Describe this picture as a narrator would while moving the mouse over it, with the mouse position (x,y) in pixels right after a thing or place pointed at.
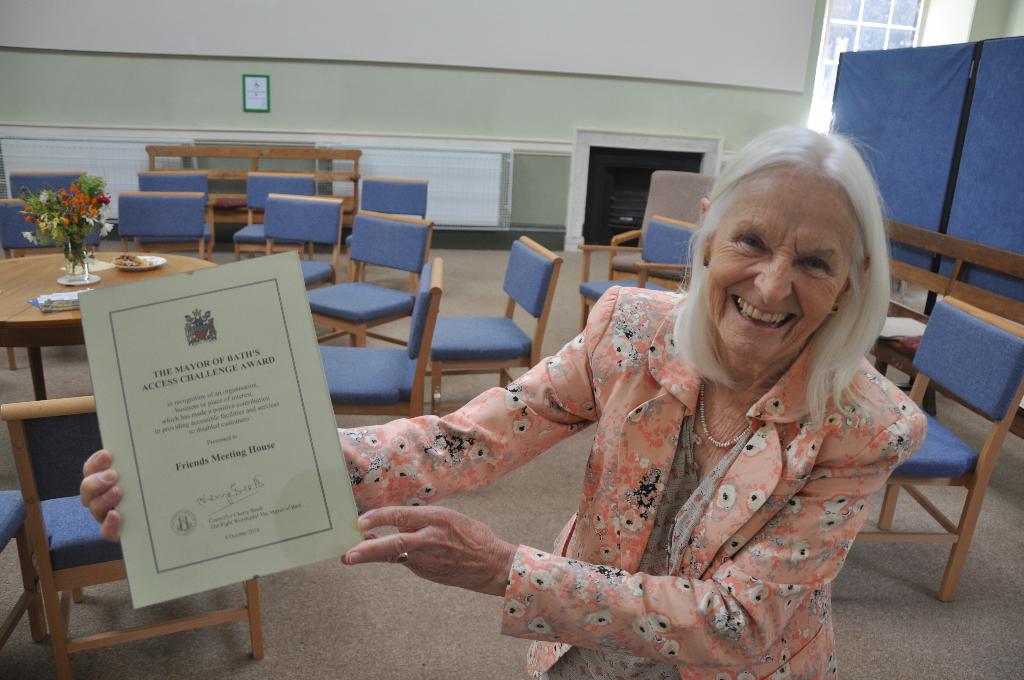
This picture shows a woman (668,485) standing and holding a certificate (191,444) in her hands (468,539) and with a smile (754,327) on her face (741,318) and we see chairs (329,229) and tables (57,267) and a photo frame (256,89) on the wall (241,80).
